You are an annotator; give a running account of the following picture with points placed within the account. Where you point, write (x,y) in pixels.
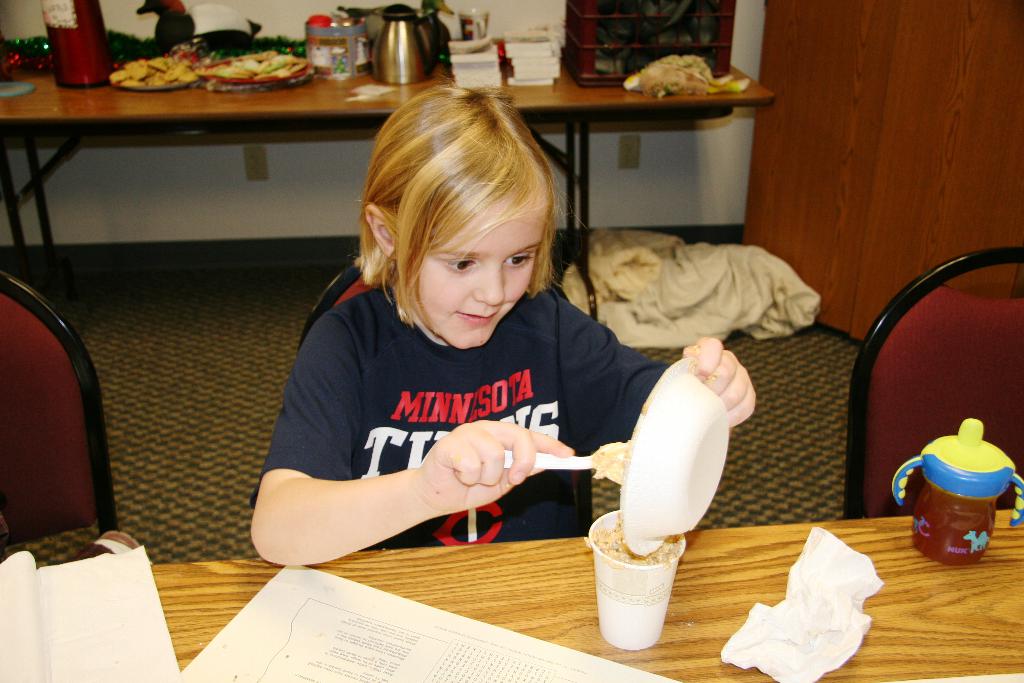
In this picture a girl (362,416) sitting on the chair (332,301) in front of her there is a table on the table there are some papers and the girl (507,439) is holding a bowl (658,477) and she is taking eatable thing (607,545) into the cup (607,517) back side we can see one more table (343,126) on that there some eatable things (136,78) and jars (343,74).
